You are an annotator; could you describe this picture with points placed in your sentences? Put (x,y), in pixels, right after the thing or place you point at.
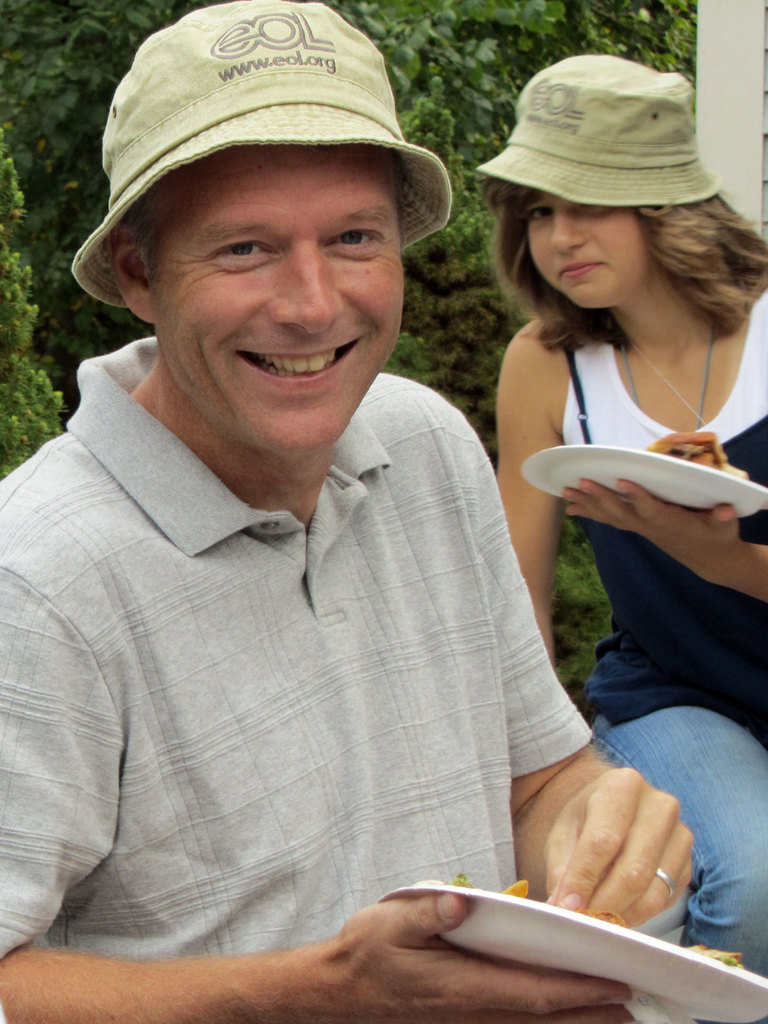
This image is taken outdoors. In the background (101,184) there are many plants (464,279). On the left side of the image (192,738) a man (237,735) is holding a plate (504,944) with a food item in his hands (399,954) and he is with a smiling face (233,294). On the right side of the image (617,316) a woman (623,349) is sitting and she is holding a plate (698,502) in her hand (697,520).
